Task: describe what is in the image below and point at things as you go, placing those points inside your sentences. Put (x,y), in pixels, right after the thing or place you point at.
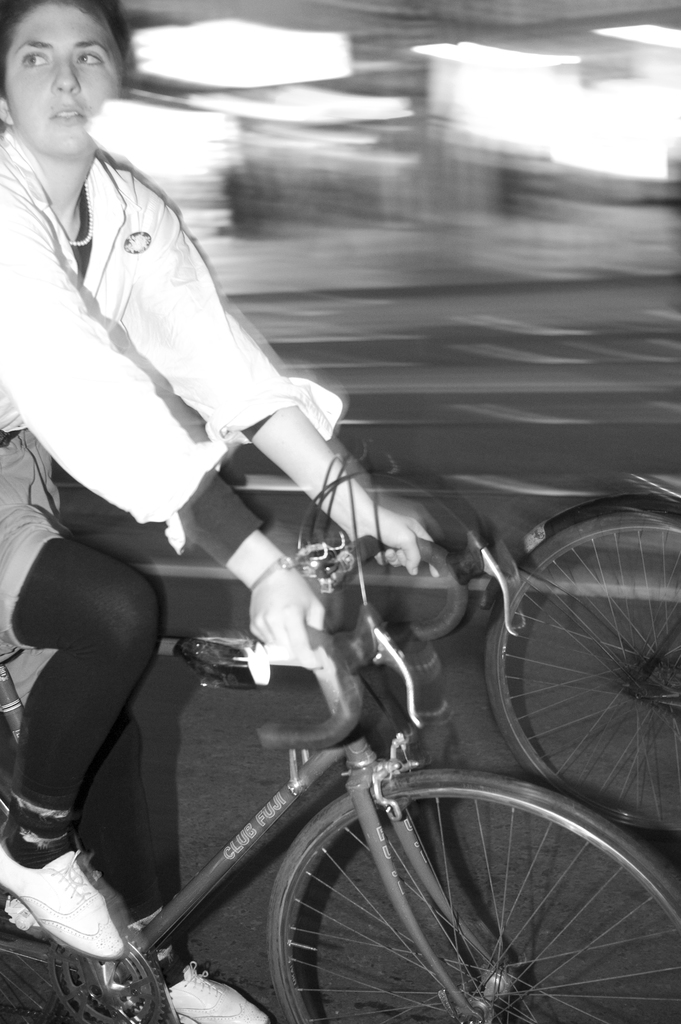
In this picture there is a woman (118,210) riding a bicycle (359,769), she held the bicycle handle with both of the hands (302,611) and there is another bicycle (539,639) in front of her, she is staring at something else and in the background (484,368) there is a road (493,368).
